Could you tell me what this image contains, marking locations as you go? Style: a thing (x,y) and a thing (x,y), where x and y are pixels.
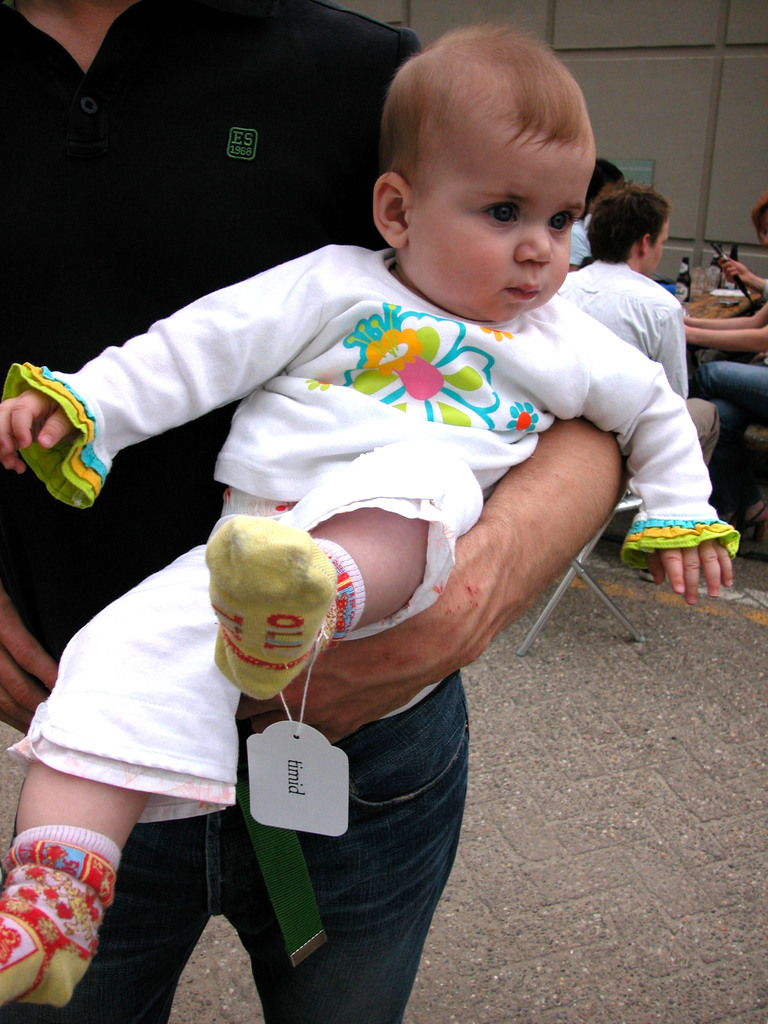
In this image I can see a person (141,211) is holding the baby (331,560), this baby (367,604) wore white color dress (428,476). On the right side (605,275) few people (733,388) are sitting, there are wine bottles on the table (720,309).
